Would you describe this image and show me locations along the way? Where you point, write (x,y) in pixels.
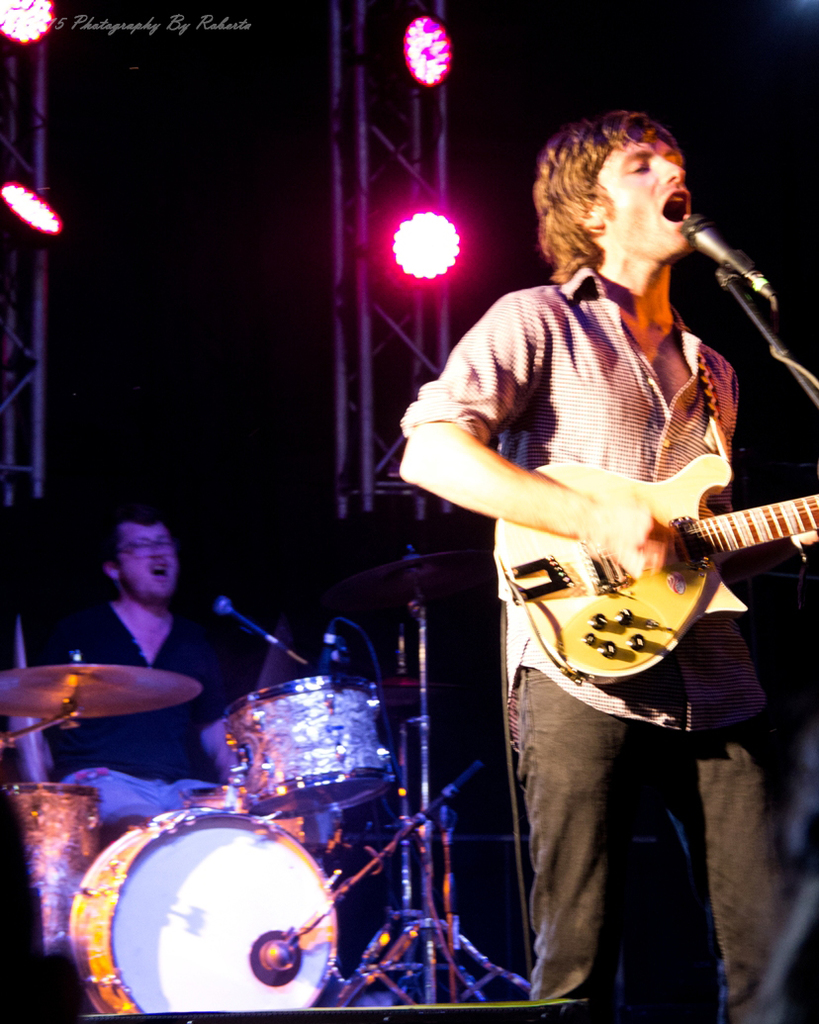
A person (547,501) is holding guitar (678,565) and playing and singing. In front of him there is a mic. In the back (166,625) there is a person (161,659) sitting and playing drums (313,719). There are lights (398,243) in the background (394,232).
